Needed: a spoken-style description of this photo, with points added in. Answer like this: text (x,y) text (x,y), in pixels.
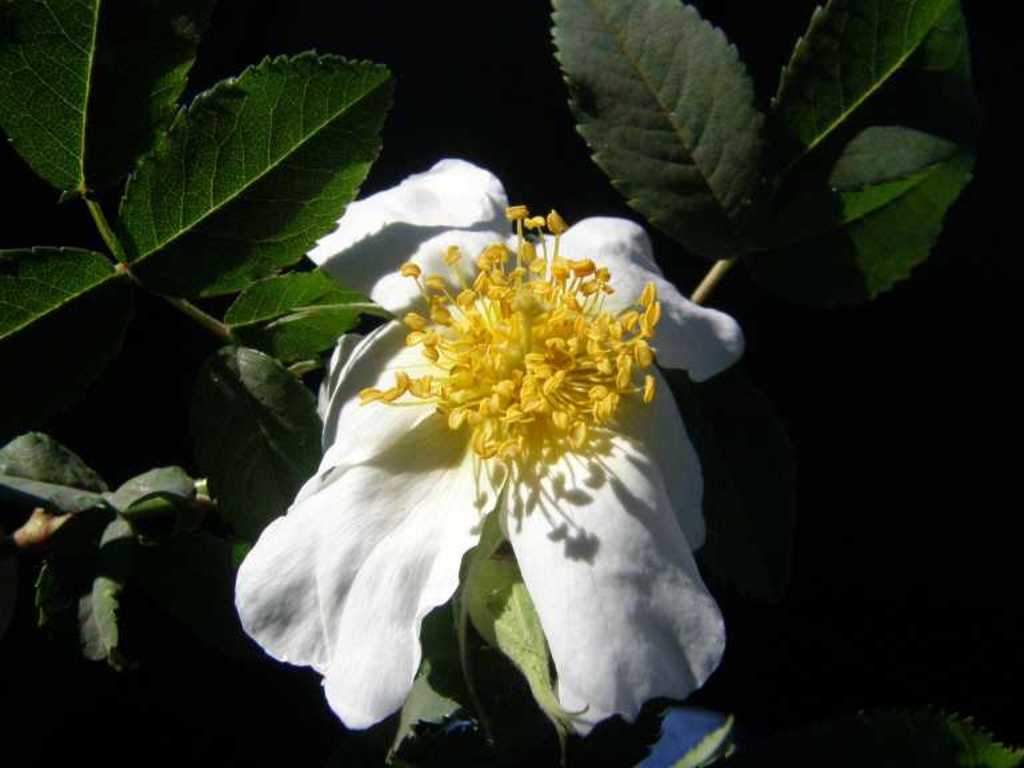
In this image I can see the white and yellow color flower (576,388) and few green color leaves (577,75). Background (991,454) is black in color.
